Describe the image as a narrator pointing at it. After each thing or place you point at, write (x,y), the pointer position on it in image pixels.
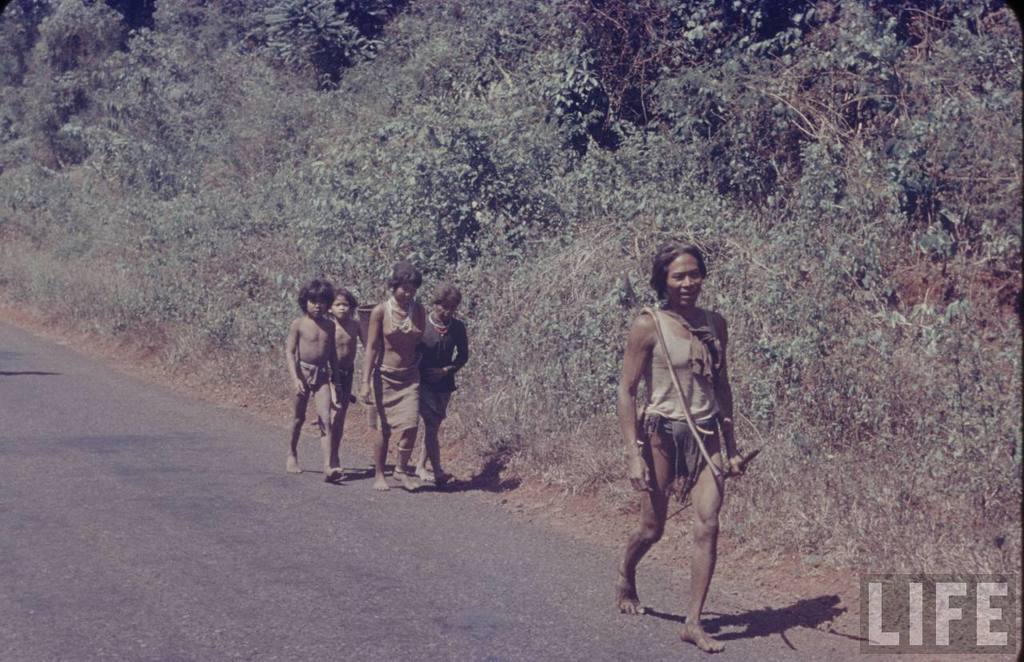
This picture is taken beside the road (227,647). Towards the right (698,260) there is a man (681,299) wearing clothes (720,335) and ropes (715,466) and he is holding something. Behind him, there are group of people (431,410). On the top (380,191), there are trees (143,149) and plants (487,222).
